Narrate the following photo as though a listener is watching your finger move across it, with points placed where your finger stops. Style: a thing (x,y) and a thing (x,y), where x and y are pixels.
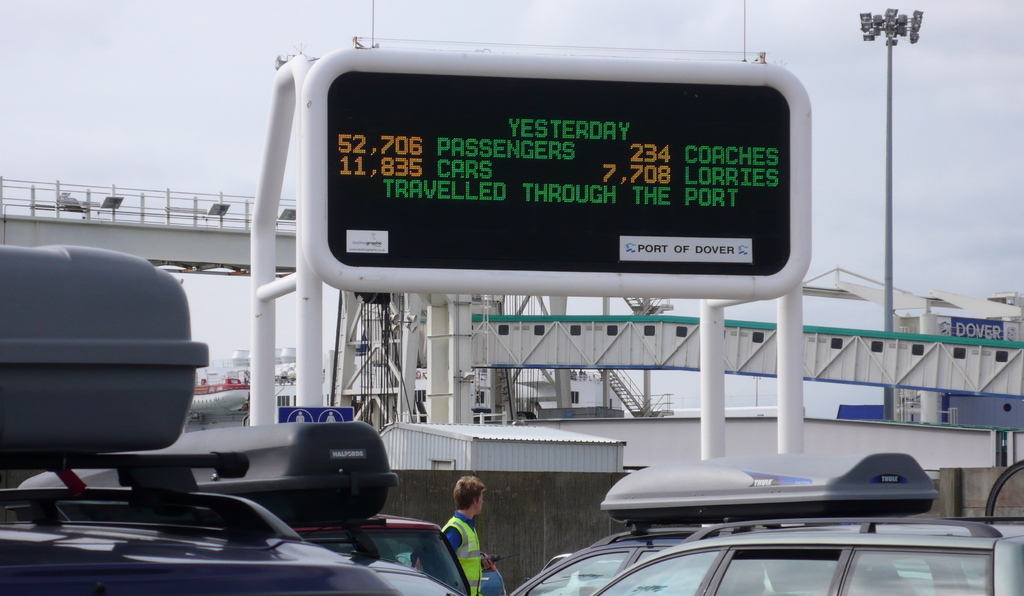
In the middle of the image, there is a person (471,544) in light green color shirt (475,548), standing. Beside him, there are vehicles (332,594). In the background (772,270), there is a screen (626,121) attached to a white color poles (710,278), there are lights (879,19) attached to a pole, there is a bridge (90,200), there is a shelter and there is sky (188,43).
